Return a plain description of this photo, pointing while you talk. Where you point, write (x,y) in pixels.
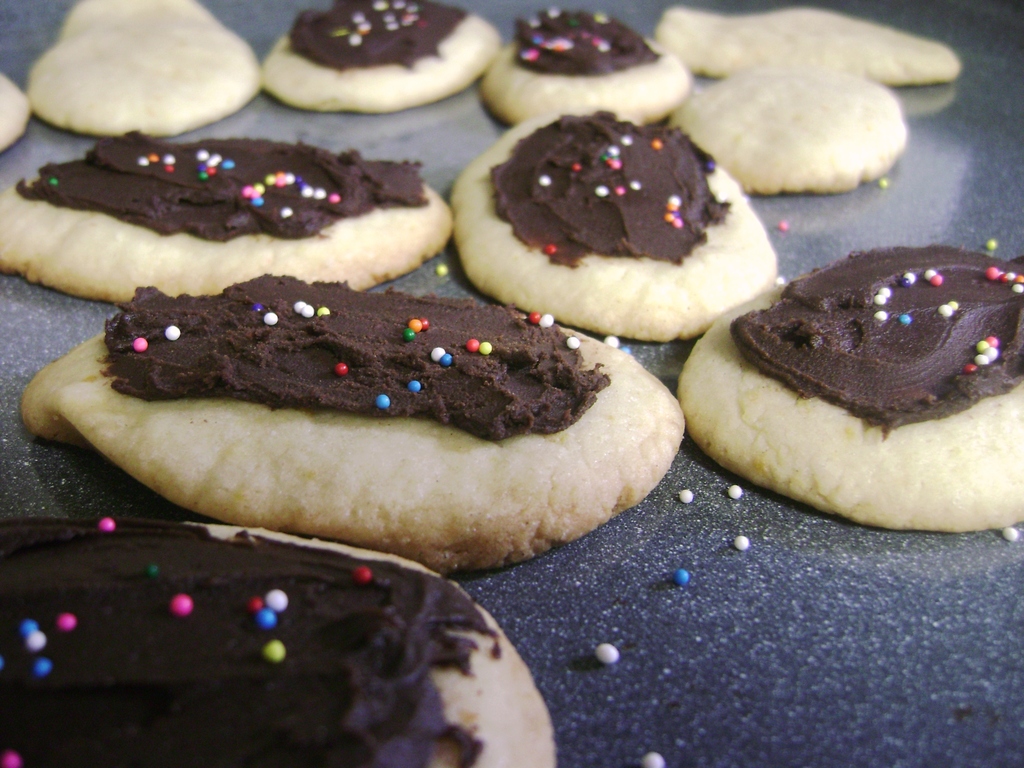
In the picture I can see the cookies (460,351).
